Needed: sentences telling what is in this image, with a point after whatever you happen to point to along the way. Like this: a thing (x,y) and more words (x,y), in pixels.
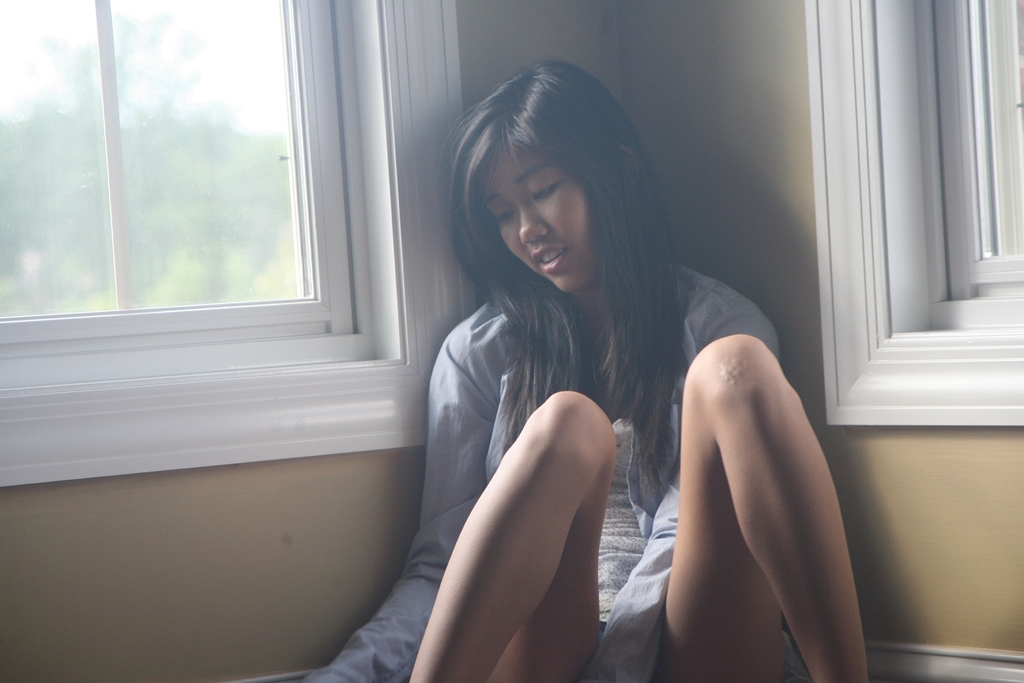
In this image I can see a woman (505,466) wearing blue-gray color shirt (672,506) visible in front of the window (62,276) and I can see the wall (66,610) and backside (956,484) of girl (631,513) and her mouth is open.
